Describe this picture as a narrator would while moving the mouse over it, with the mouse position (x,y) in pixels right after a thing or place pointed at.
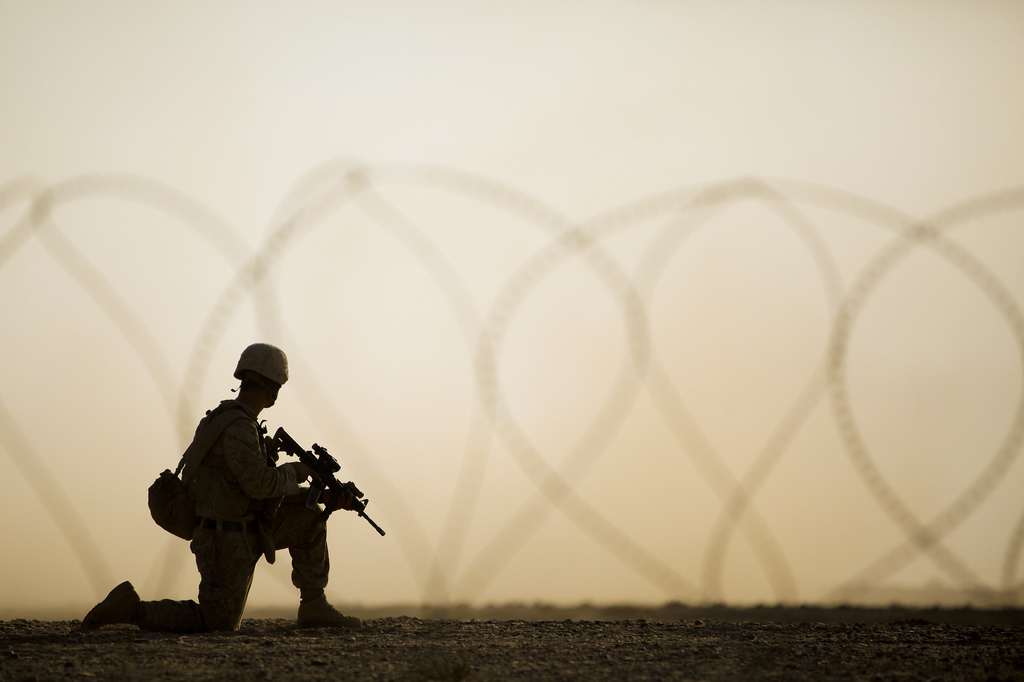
In this picture I can see a man (249,483) holding a gun (359,502) in his hands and he is wearing a helmet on his head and a bag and I can see sky (305,59).
